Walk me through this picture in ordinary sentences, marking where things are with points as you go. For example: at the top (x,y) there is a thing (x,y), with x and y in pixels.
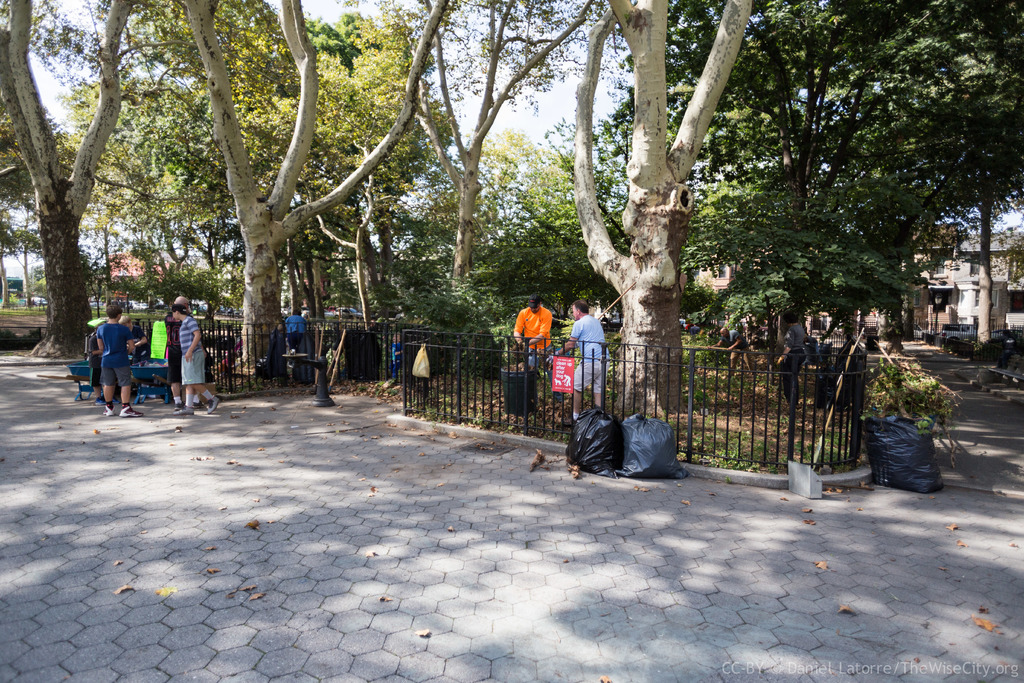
This is an outside view. At the bottom of the image (387,598) I can see the road (254,559). In the background (487,184) there are many trees (212,215). Beside the road (464,469) there is a railing (689,383) and I can see few people (128,349) are standing and also few black color bags (656,449) are placed on the ground (501,442). On the right side (974,291), I can see a building (949,281).
